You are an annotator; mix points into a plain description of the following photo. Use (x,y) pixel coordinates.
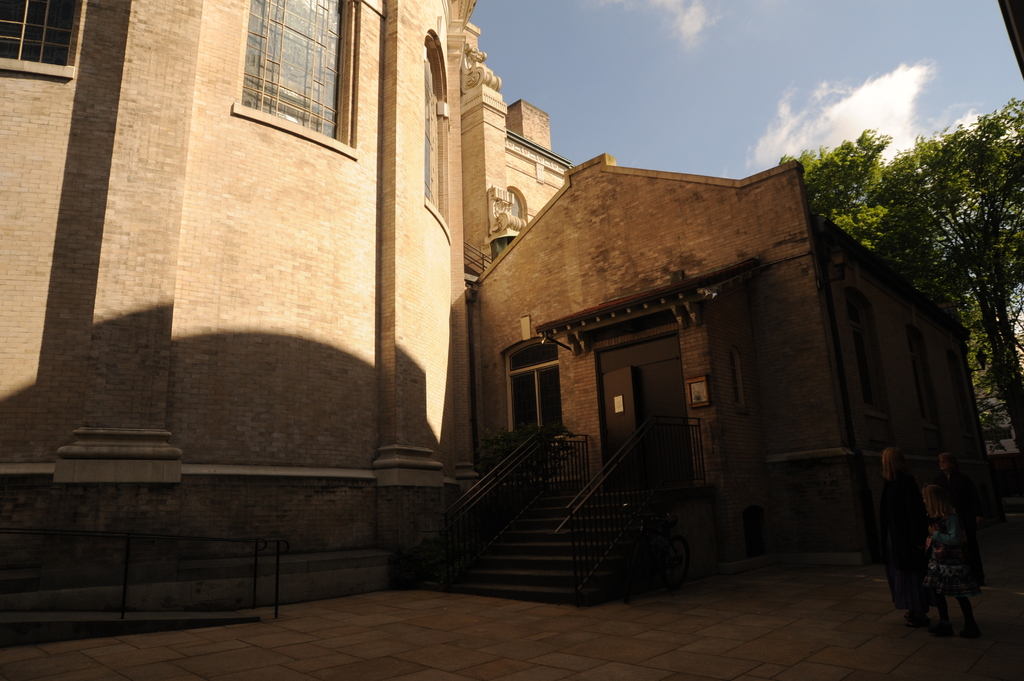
In this picture we can see three people (889,515) on the ground (295,636), steps (542,524), trees (935,294), buildings (433,123) with windows (863,349), doors (608,394), some objects (185,536) and in the background (548,89) we can see the sky (760,66).
